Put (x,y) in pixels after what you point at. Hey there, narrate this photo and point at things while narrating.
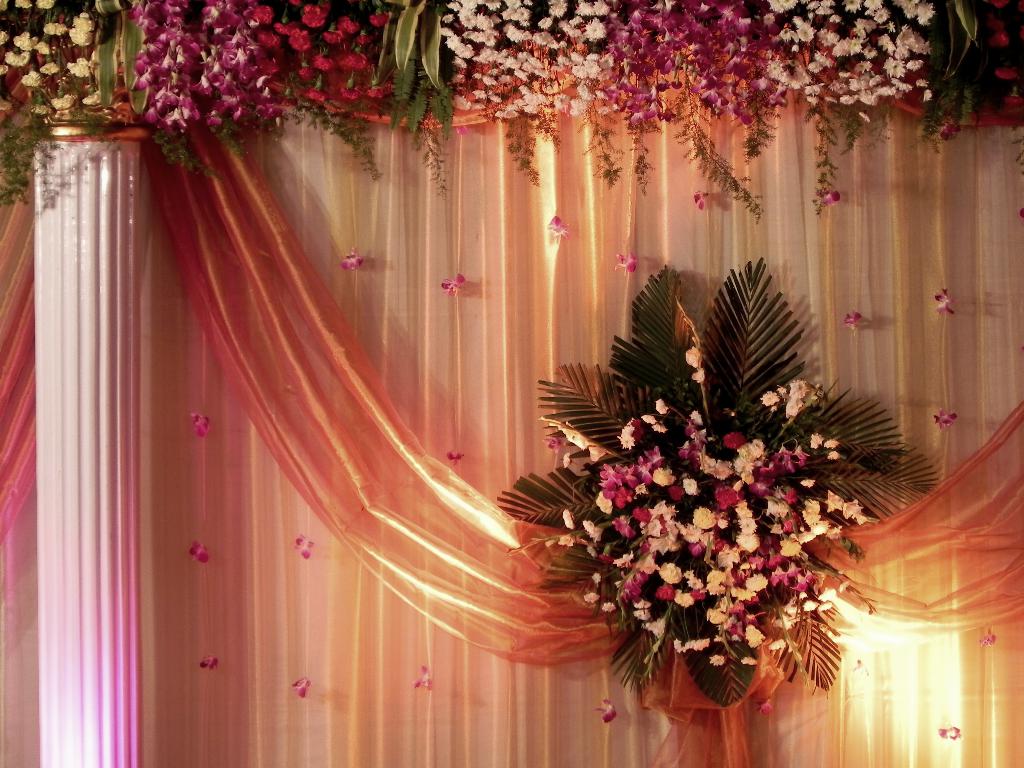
In this image we can see a bouquet (640,678). To the top of the image (86,4) there are flowers (3,42). There is a pillar (72,205). In the background of the image (284,527) there is cloth (271,485).
